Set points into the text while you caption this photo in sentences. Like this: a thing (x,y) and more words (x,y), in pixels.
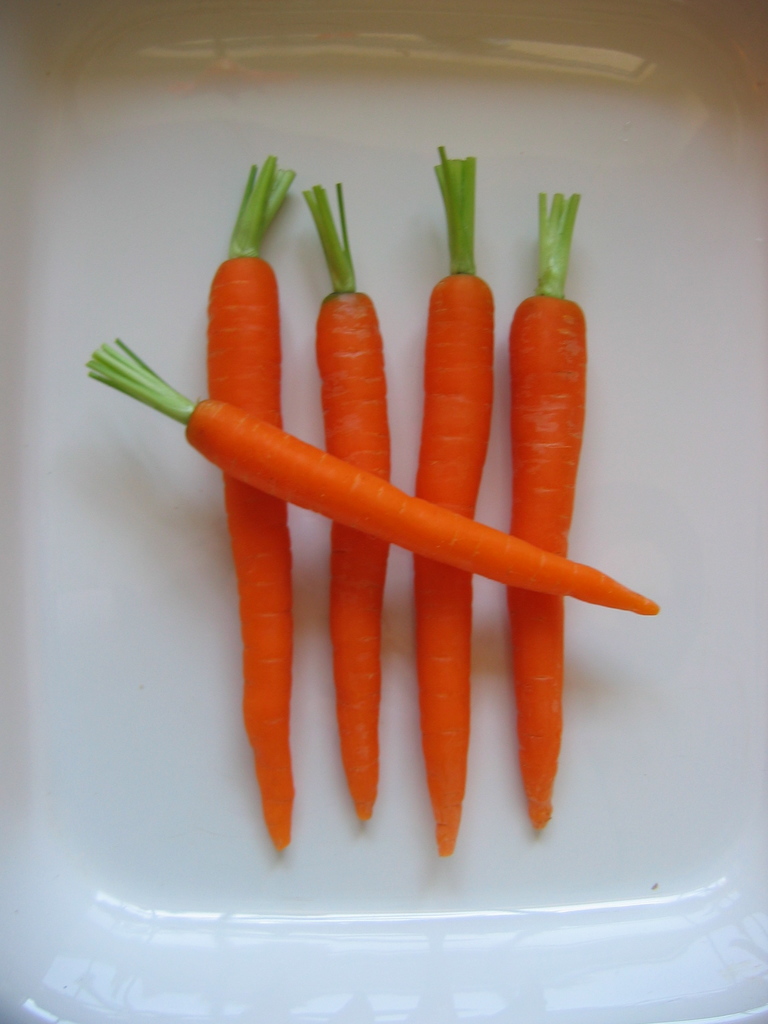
In this picture we can see a plate (609,934), there are five carrots (467,536) present in the plate (207,485).
